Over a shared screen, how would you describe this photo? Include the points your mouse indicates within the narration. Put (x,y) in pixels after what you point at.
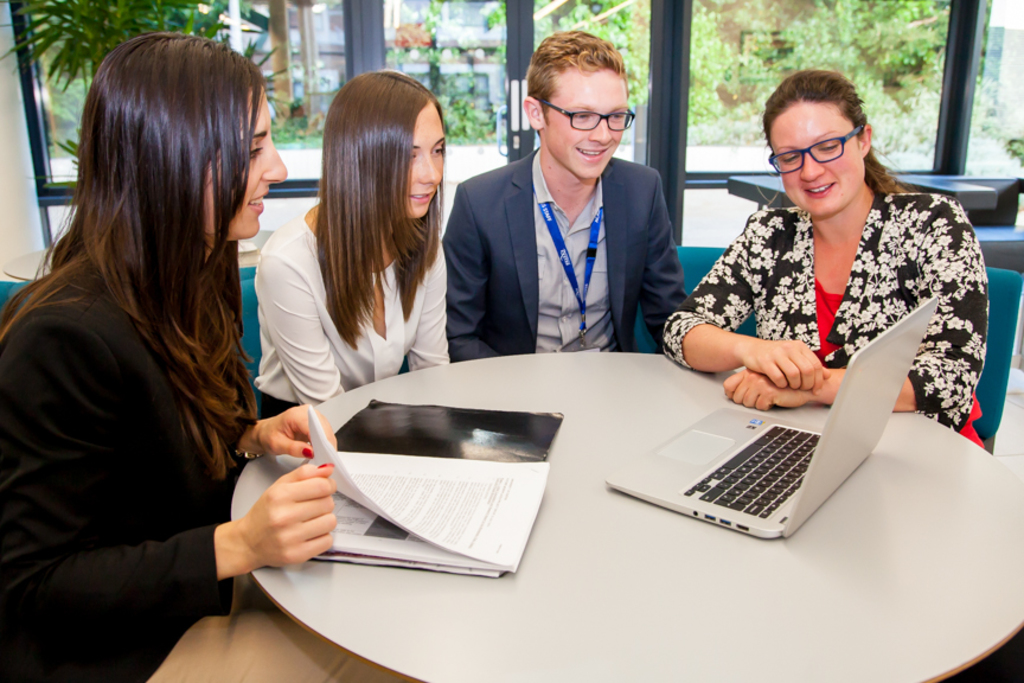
In this image we can see many persons (412,223) sitting around the table (615,503). On the table (400,388) we can see file (378,464) and laptop (702,454). In the background (45,99) there are windows (273,53), trees (803,35) and house (258,38).
